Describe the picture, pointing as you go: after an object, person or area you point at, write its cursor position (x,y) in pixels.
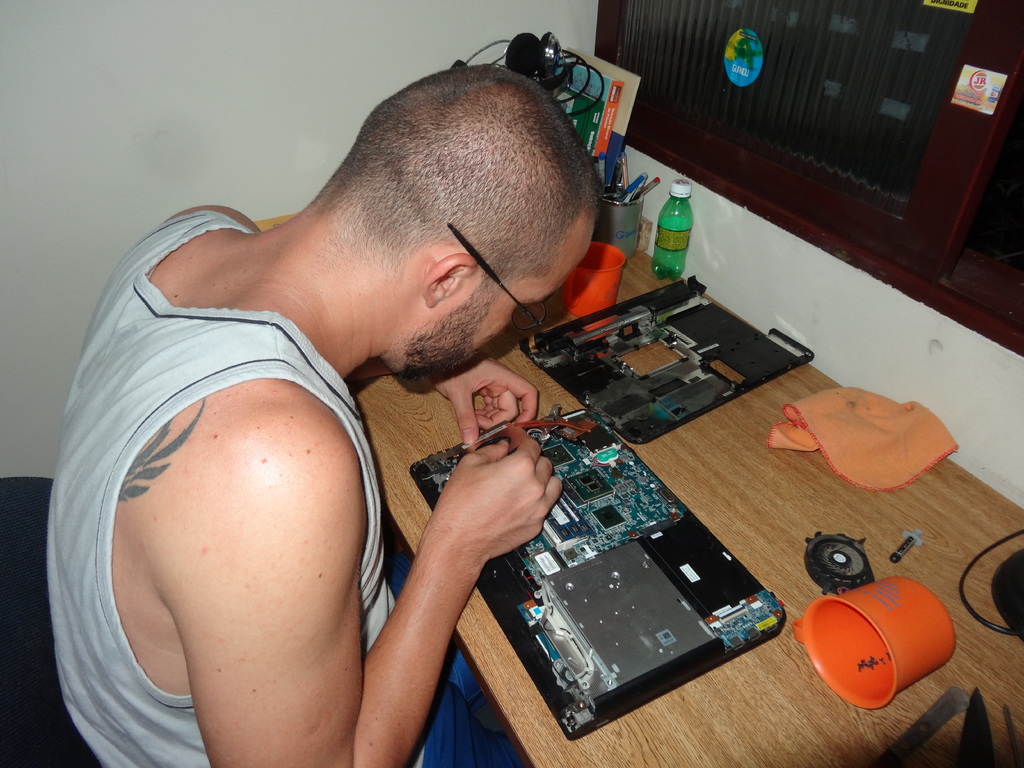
In this picture there is a man (387,194) who is sitting on the left side of the image (81,507) and there is a table (399,465) in front of him, on which there is a broken laptop (620,522), it seems to be he is repairing it and there is stationery (585,66) in the center of the image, on the table (630,270), there is a window (778,145) in the top right side of the image (839,142).
